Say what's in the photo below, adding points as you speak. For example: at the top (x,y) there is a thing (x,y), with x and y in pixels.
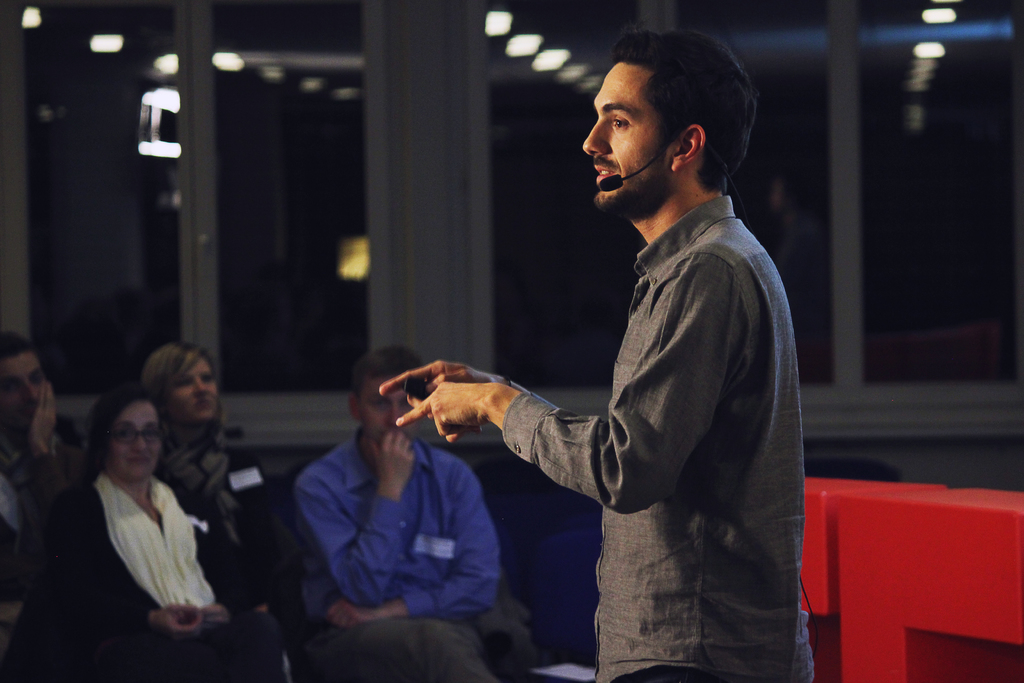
In this picture there is a man (637,187) who is standing on the right side of the image (706,488) and there are people (112,630) those who are sitting on the left side of the image (116,507) and there are windows (523,208) and lamps (34,11) in the background area of the image (1004,356).
